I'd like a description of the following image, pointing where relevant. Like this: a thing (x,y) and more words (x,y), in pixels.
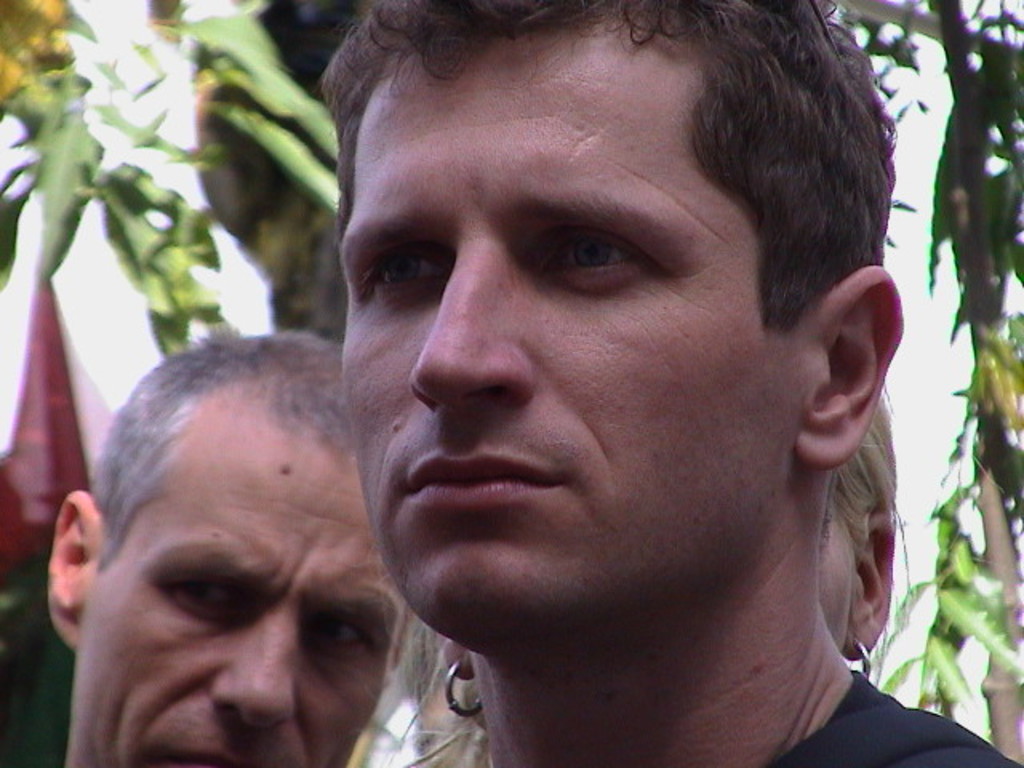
In this image we can see men (355,562).
